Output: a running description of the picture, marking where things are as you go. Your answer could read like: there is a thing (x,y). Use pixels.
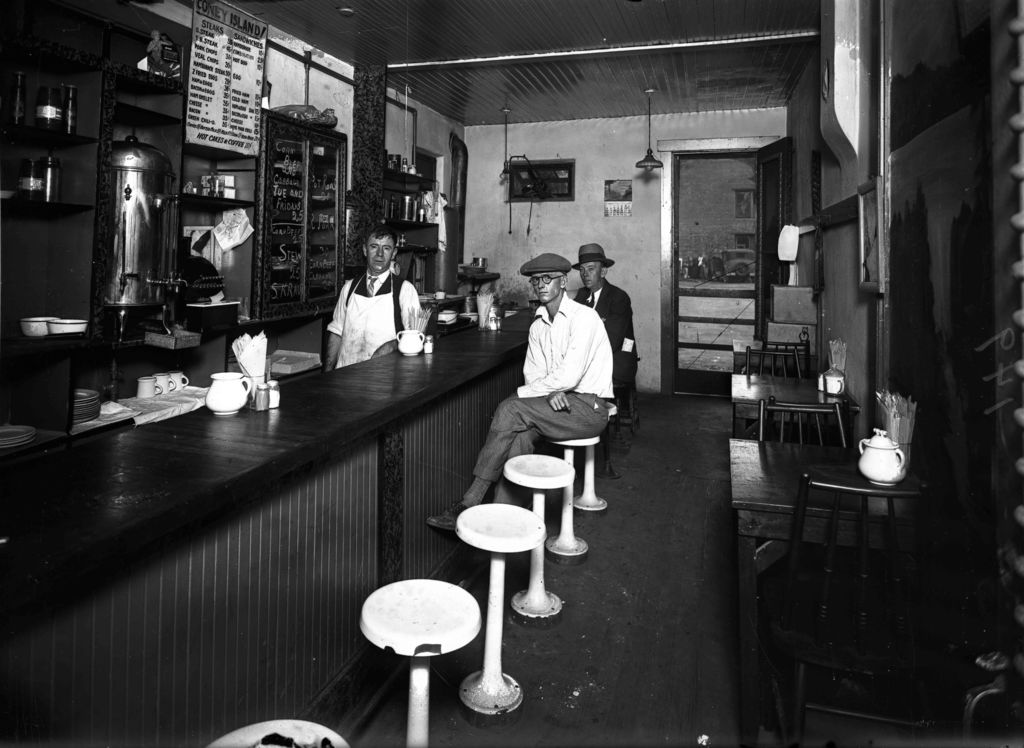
This is a black and white image. There are stools (492,530), people (579,338) sitting on stools (566,446). There are tables (794,508) and chairs (807,543). On the table (853,479) there is a kettle (881,457). On the left side (87,405) in the shelves (66,342) there are bowls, cups (150,377), plates (96,392), tissues (248,365), board (230,33). There are lights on the top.
